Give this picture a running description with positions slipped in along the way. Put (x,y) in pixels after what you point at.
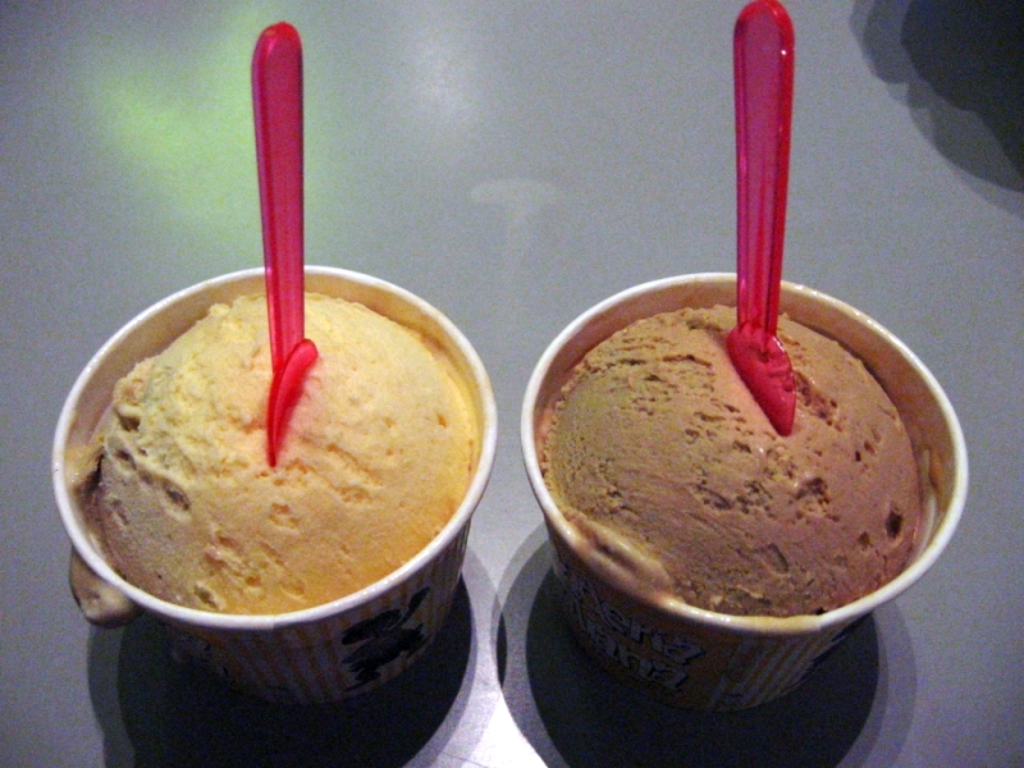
In this image there is a table (531,648) with two cups (186,495) of ice creams (446,482) and spoons (285,405) on it.
